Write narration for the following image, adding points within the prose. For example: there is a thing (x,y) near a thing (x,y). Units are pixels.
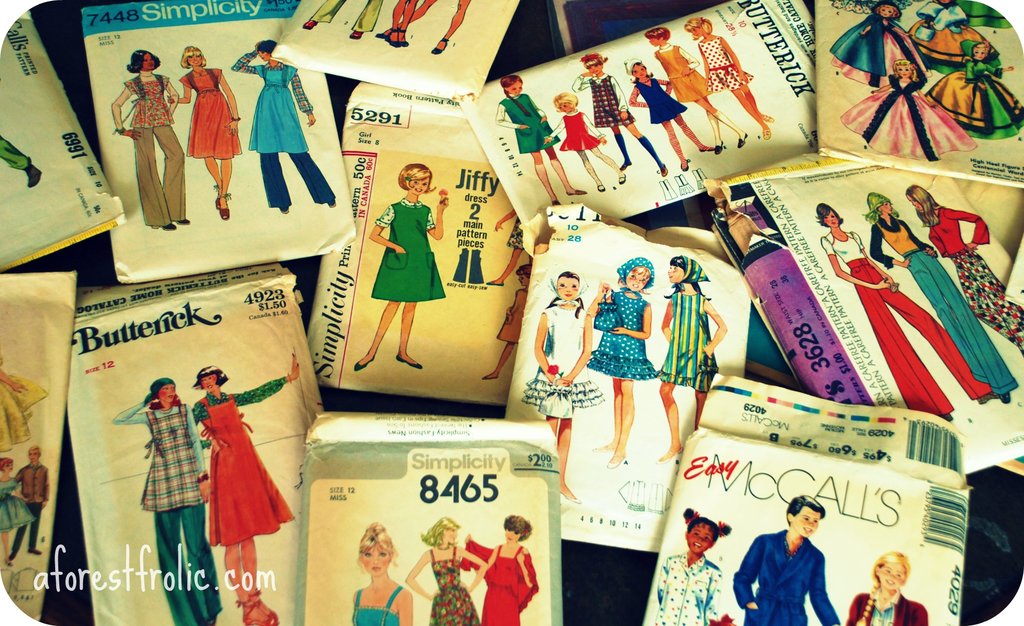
In this picture I can see number of papers (792,409) on which there are depiction pictures (520,558) of women (291,373) and I can see something is written on each paper (621,267) and I can see the watermark (165,561) on the bottom left corner of this picture (164,573).
